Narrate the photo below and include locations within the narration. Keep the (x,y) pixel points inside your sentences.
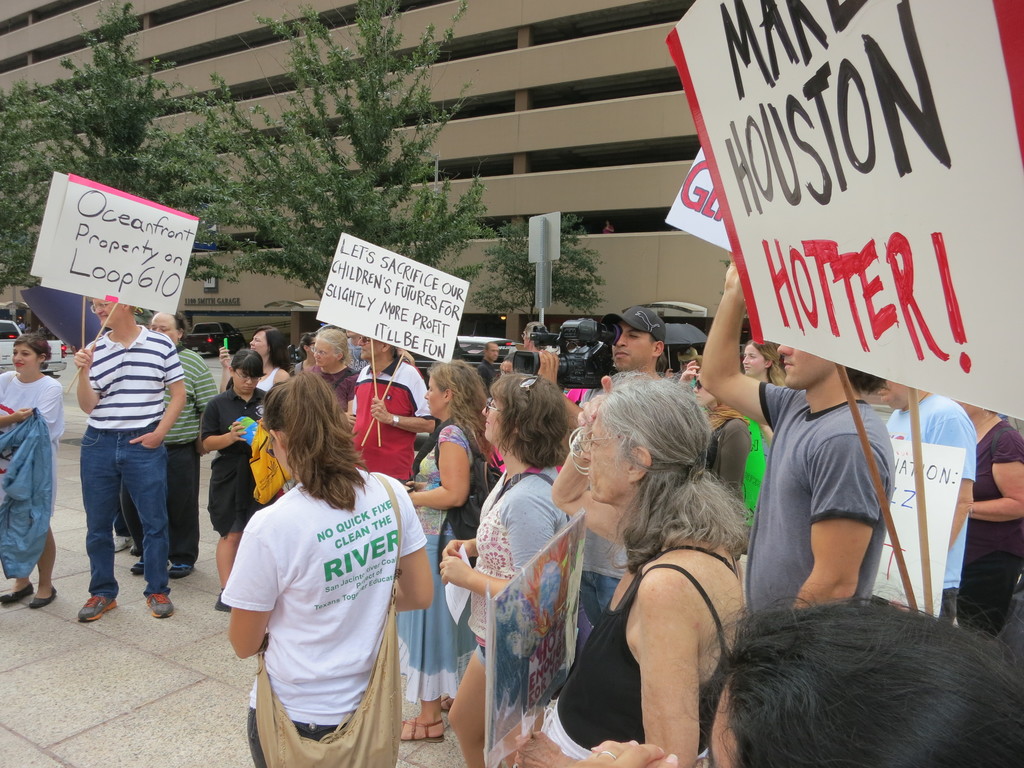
In this image we can see the people (504,451) standing on the road (129,763). We can also see a man (656,335) wearing the cap (623,320) and holding the camera (587,347). We can see the placards (351,237), trees (373,225), vehicles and also the building (509,103).
